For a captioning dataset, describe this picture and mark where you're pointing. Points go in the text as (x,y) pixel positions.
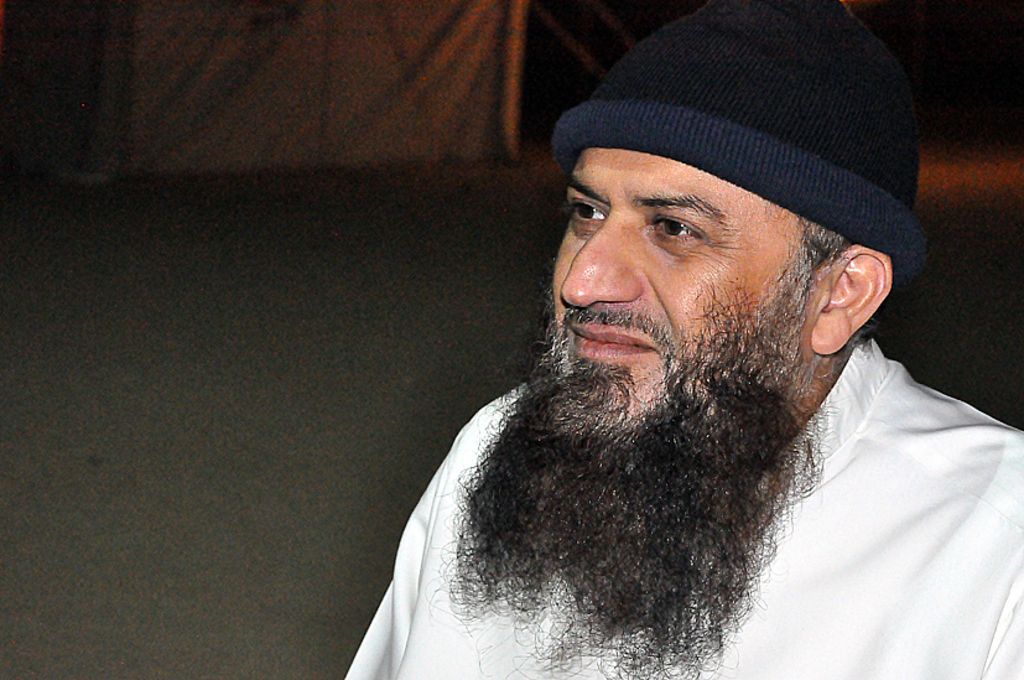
The man (773,236) in front of the picture who is wearing the white dress (856,572) is looking at something. He is wearing a black cap (745,104). In the background (455,109), we see a white sheet (330,83) or a tent (469,61). In the background (46,416), it is black in color. This picture might be clicked in the dark.
